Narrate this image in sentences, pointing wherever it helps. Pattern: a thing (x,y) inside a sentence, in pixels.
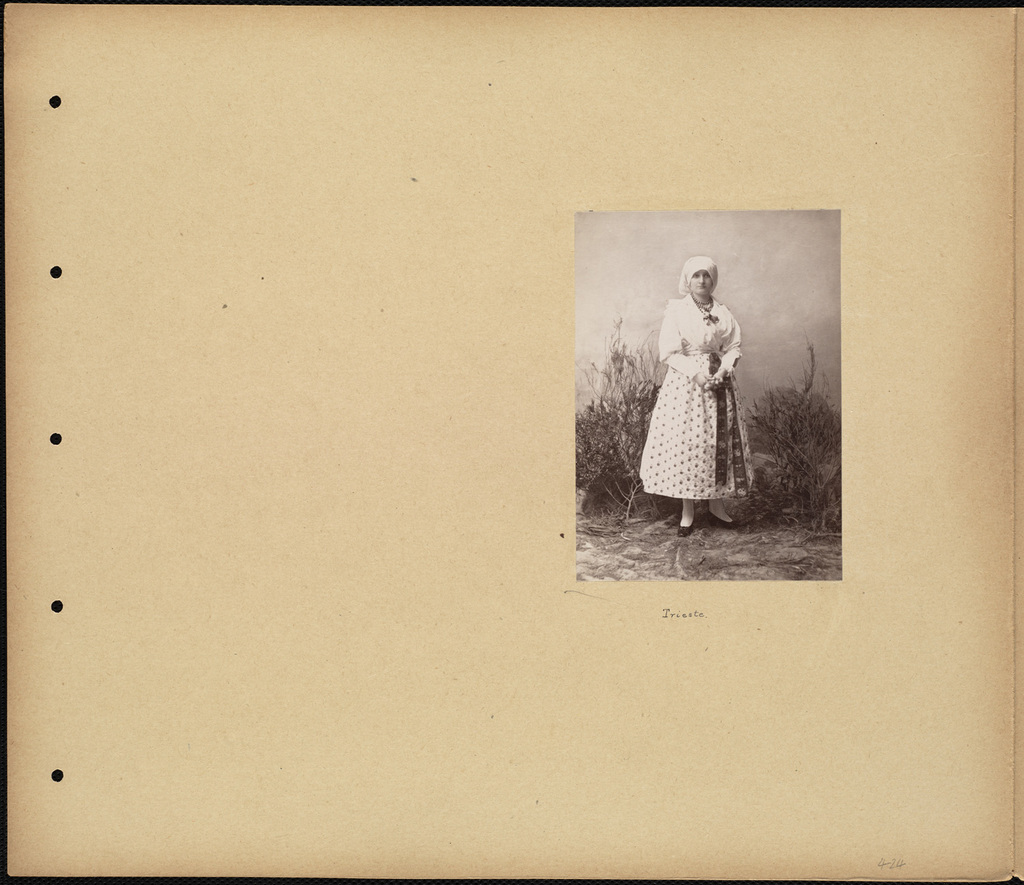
In this image, we can see a poster (698,491) with some images (699,523) and text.
